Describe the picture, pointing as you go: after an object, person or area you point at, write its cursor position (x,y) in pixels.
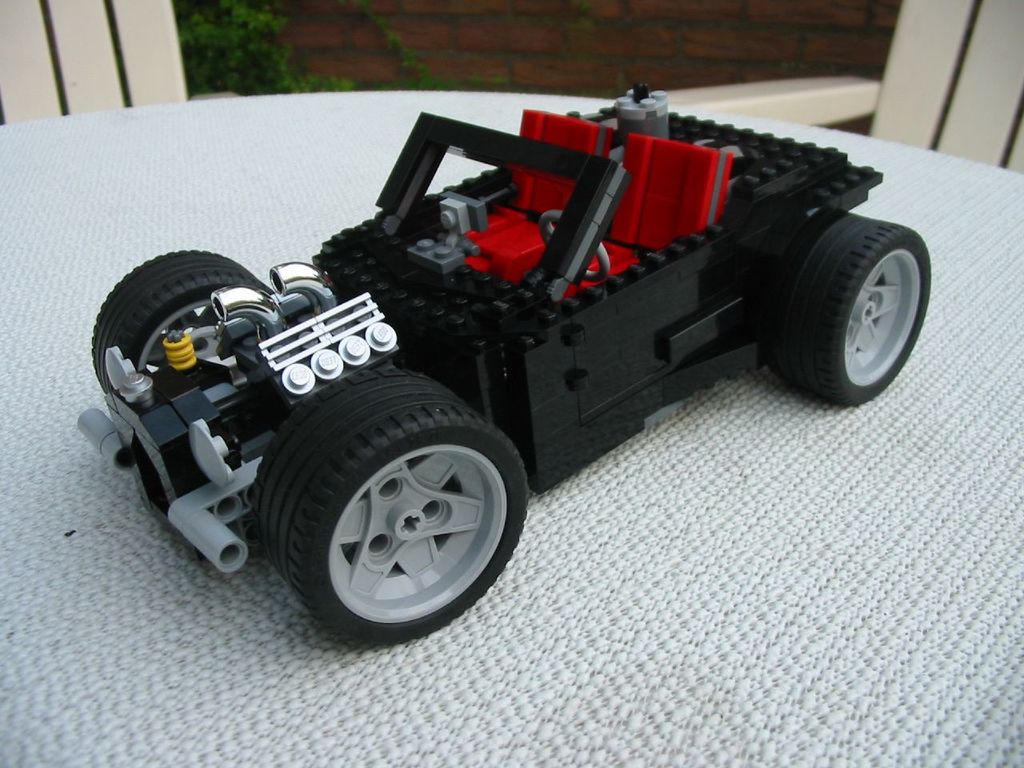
In this image we can see a toy car (221,454) placed on a table (348,692). In the background (681,94), we can see two chairs (30,78) and a tree (285,56).
